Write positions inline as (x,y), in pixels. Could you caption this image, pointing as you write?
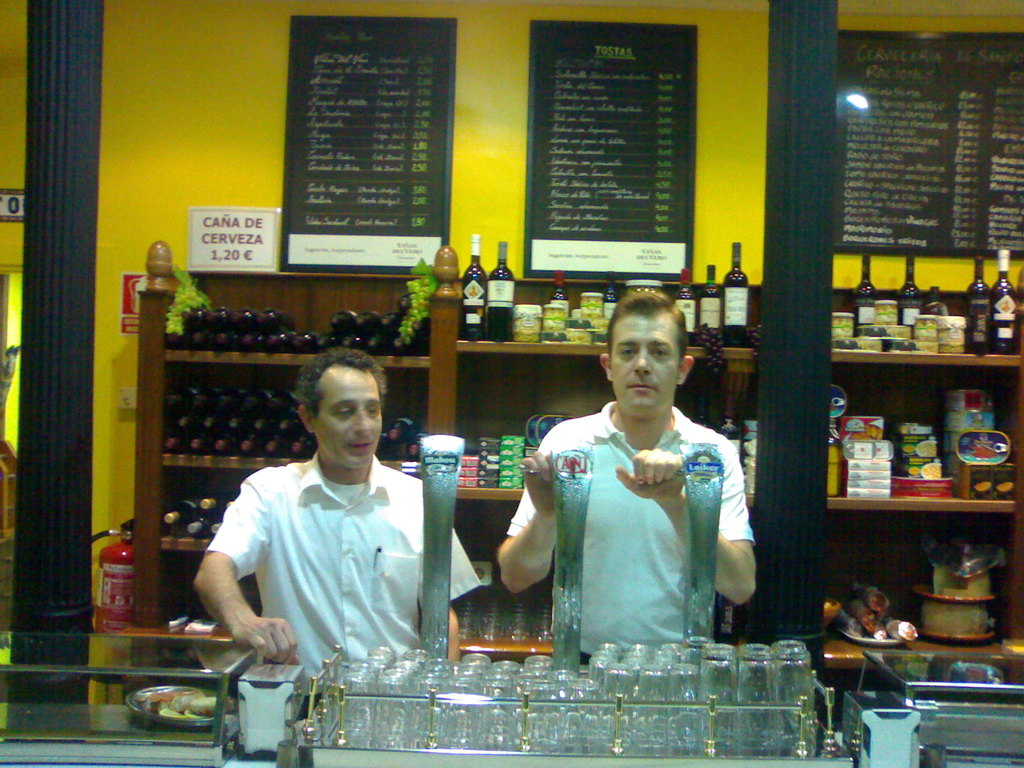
In this image, we can see two people (504,571) are standing. Here a person (659,574) is holding rods (578,472). At the bottom (22,690), we can see glass box (157,735), glasses (336,719), rods (313,698), some objects (258,716). Background (379,305) we can see wooden shelves (913,504) filled with some objects (974,634) and bottles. Here we can see pillars (38,428), wall (517,267), boards (574,229), sign board (5,212).
